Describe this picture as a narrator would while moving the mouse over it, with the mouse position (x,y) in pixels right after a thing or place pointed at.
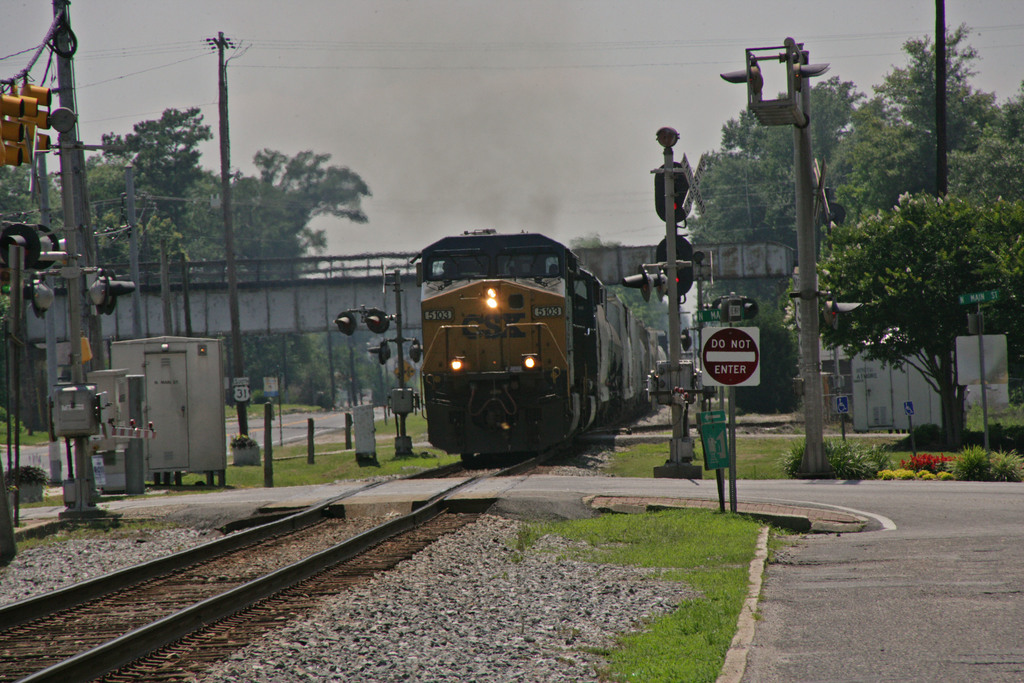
In this picture we can see a train (619,310) on a railway track (40,621). We can see some traffic signals (17,134), wires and poles (9,370) on the left side (32,241). There is a signboard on the path (785,494). We can see a few stones (277,667) and some grass (730,594) on the ground (296,480). Few trees (968,125) are visible in the background (968,125).
